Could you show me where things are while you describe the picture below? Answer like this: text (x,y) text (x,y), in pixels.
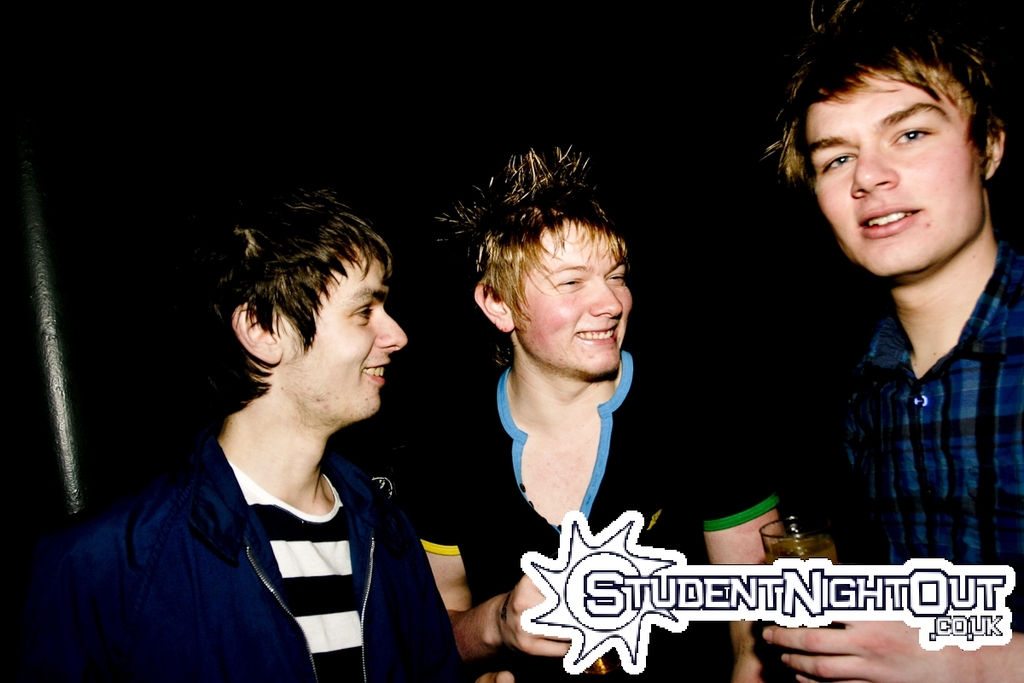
In the picture I can see three persons (922,381) standing where two (744,434) among them are holding a glass (805,534) of drink (791,541) in their hands (877,630) and there is something written in the right bottom corner (916,620).
